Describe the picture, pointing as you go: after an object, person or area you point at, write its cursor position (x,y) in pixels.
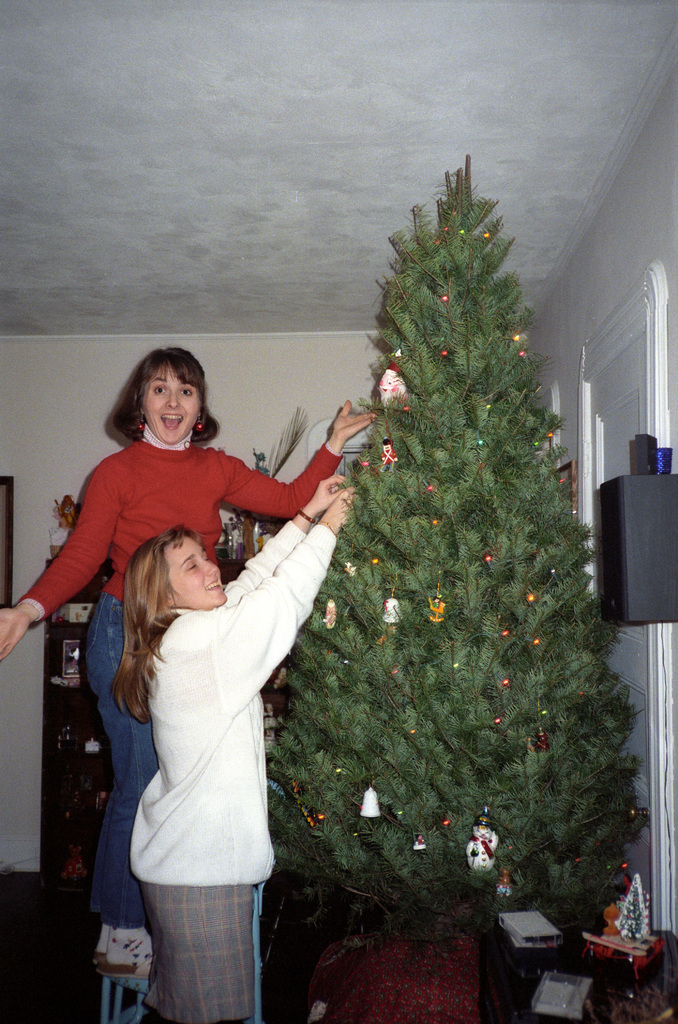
In this picture we can see two women (129,832) standing and smiling, speaker (621,582), Christmas tree (411,789), rack (72,785), frame (12,492) on the wall (53,499), roof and some objects (287,440).
